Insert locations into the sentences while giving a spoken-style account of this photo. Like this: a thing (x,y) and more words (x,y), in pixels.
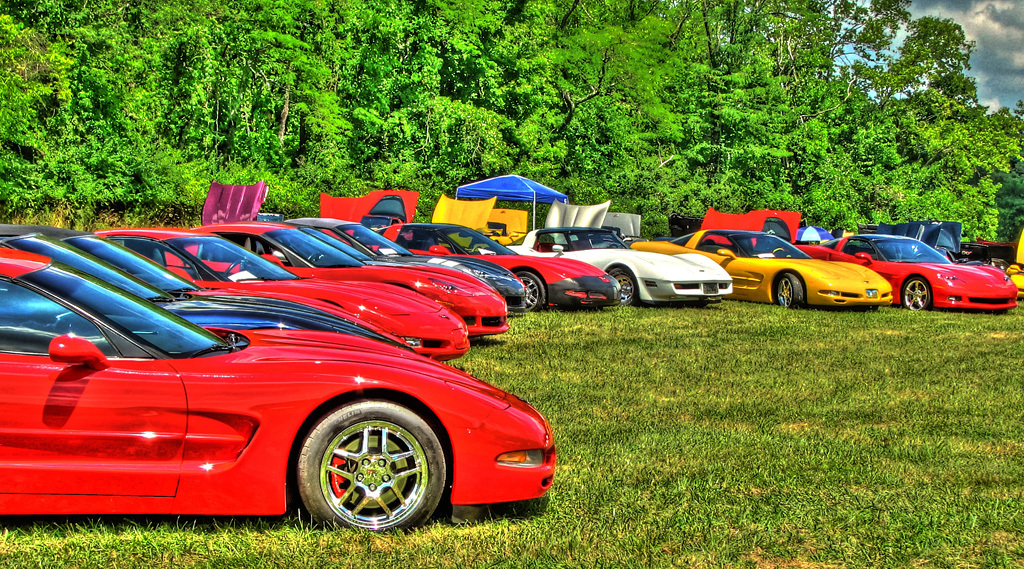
In the center of the image (486,263) we can see some cars (518,270) and tent (519,194) are present. In the background of the image (497,126) some trees (630,147) are there. At the bottom of the image (871,504) grass (890,484) is there. At the top right corner (986,36) clouds (993,30) are present in the sky (996,37).
